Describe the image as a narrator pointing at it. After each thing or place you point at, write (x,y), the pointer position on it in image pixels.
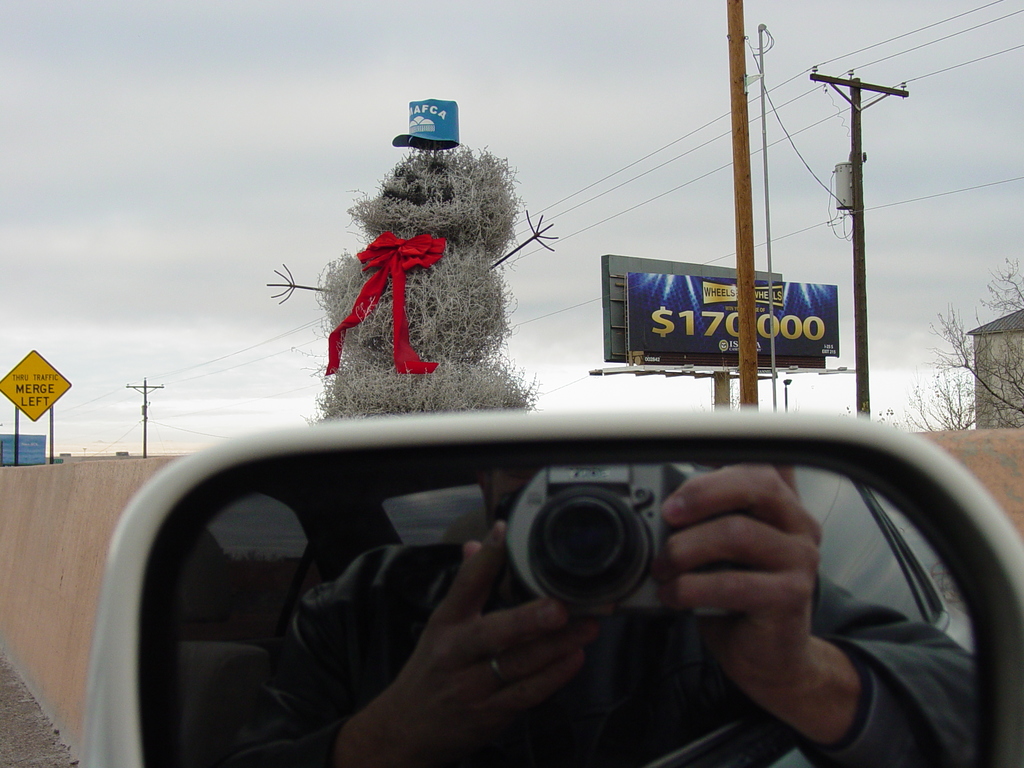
In the center of the image (379,479) we can see a mirror (969,490) of a car (1023,684) and there is a reflection (279,656) of a person (451,629) holding a camera (592,574) in the mirror (463,625). In the background (770,53) there are poles (762,40), wires (168,372), boards (684,323), trees (1012,353) and sky (347,138). We can see a wall (99,519).
